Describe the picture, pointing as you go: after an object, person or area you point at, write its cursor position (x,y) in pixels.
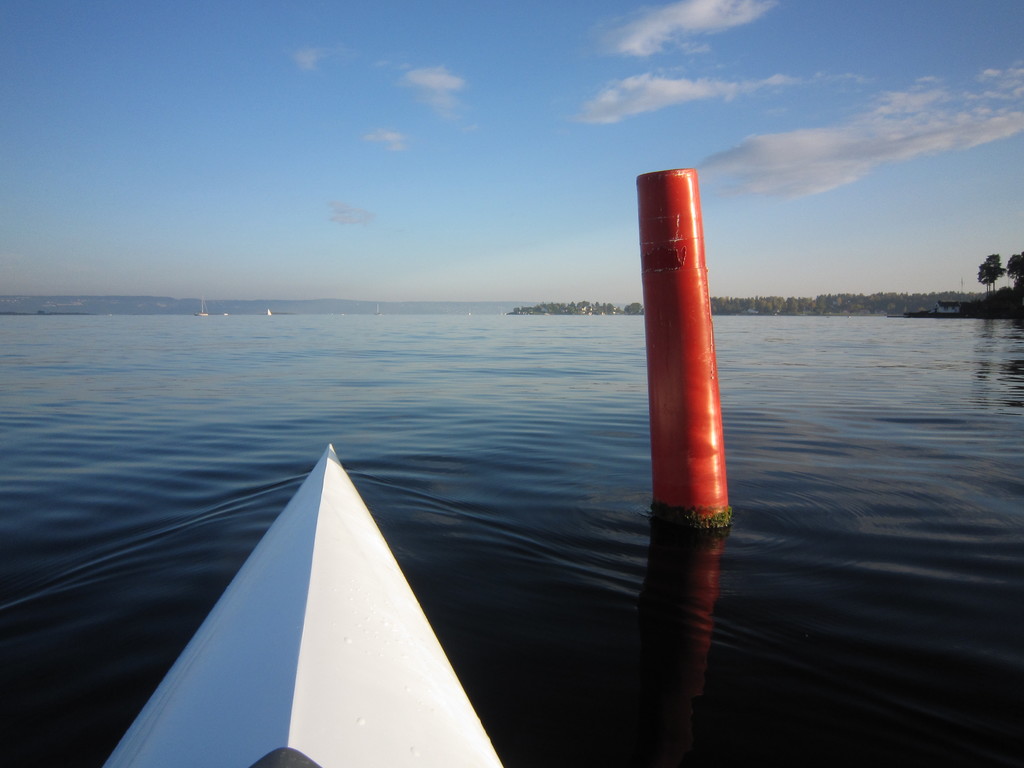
In this image I can see lake (716,340) on the lake (126,417) I can see pole (688,292) at the top (998,216) I can see the sky (989,217) and at bottom (245,746) I can see some object (470,744).
